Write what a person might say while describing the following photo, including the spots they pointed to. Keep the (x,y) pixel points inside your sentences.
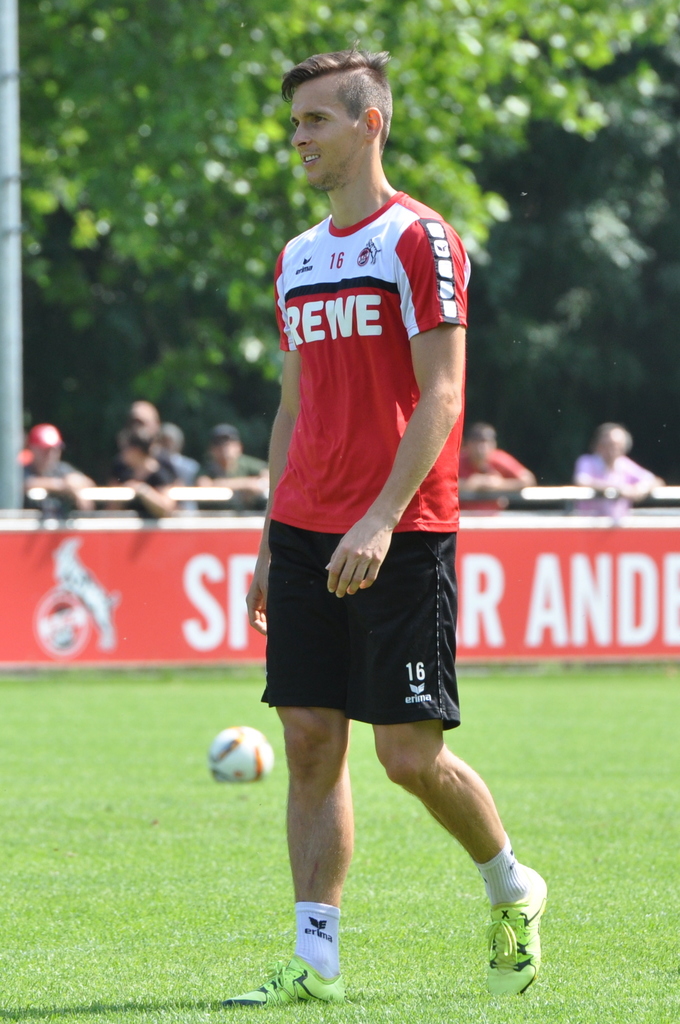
In this image we can see a man (374,440) is standing on the ground (537,694), he is wearing the red t-shirt (356,481), there is the ball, there are the group of people (523,476) standing, here are the trees (401,151).
